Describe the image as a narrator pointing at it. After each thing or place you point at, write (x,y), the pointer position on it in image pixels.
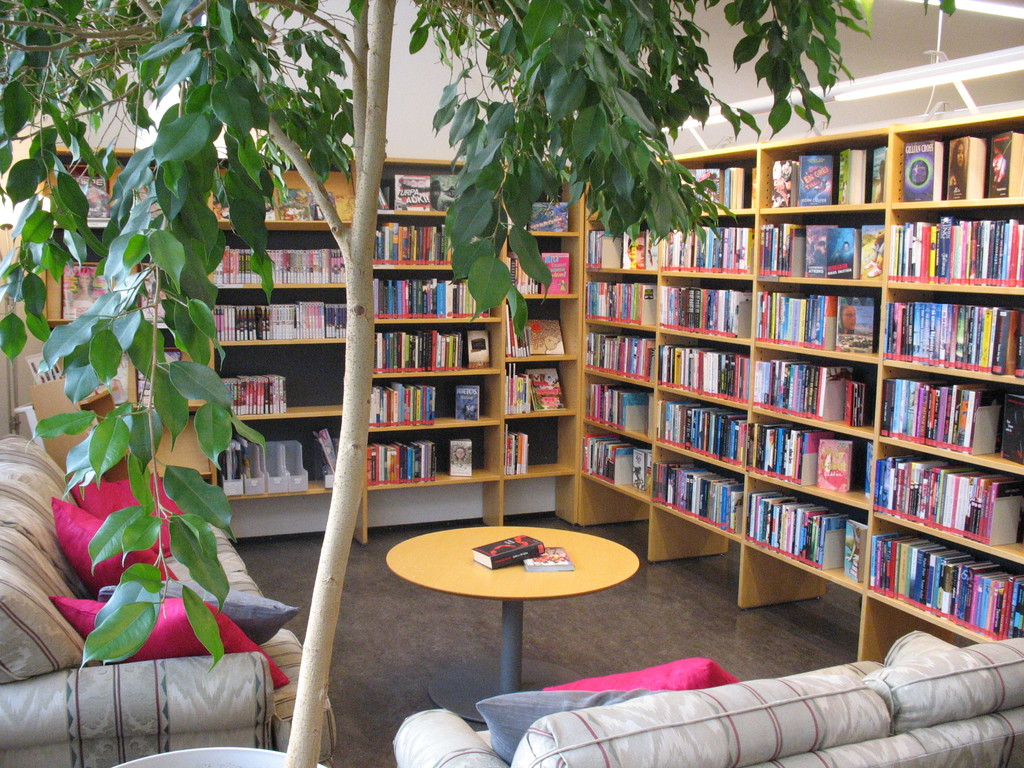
Here we can see a table (557,543) on the floor (553,611) and books (549,555) on it, and here are the books rack (834,356), and here is the sofa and pillows (181,511) on it, and here is the tree (267,189), and here are the lights (943,82).
